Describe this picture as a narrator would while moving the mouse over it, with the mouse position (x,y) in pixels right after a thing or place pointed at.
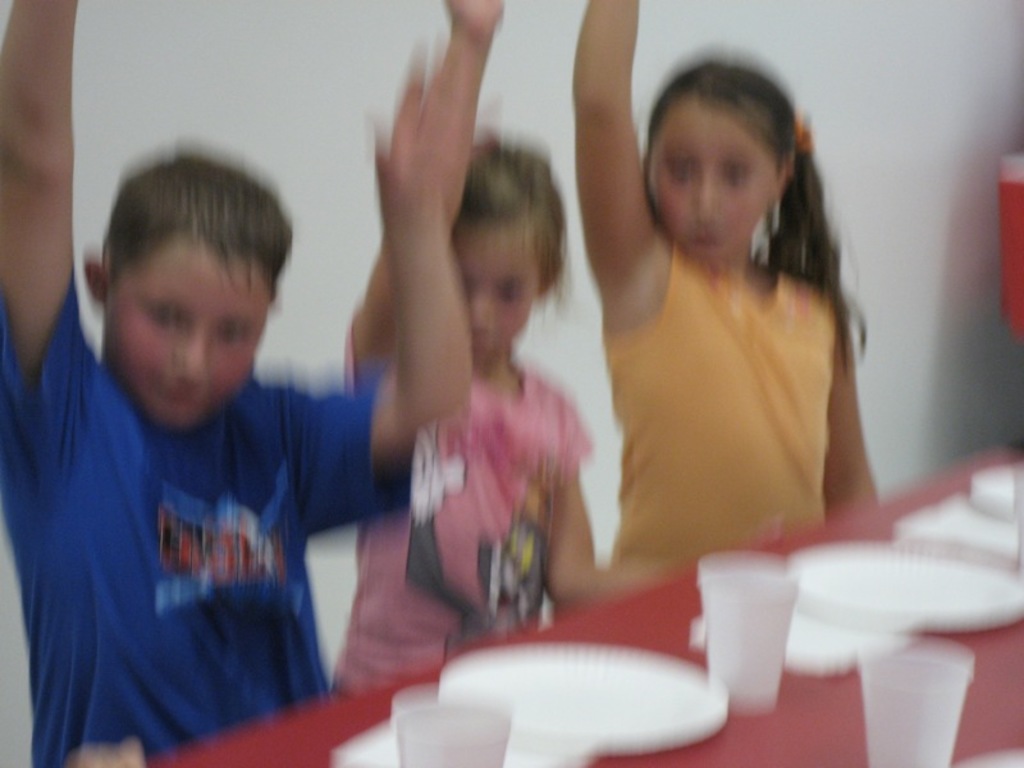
In this picture there are group of people (711,444) standing behind the table (614,759). There are plates (909,599), glasses (885,657) on the table (858,671). At the back (969,224) there is a wall (917,172) and there is an object (1004,246).
